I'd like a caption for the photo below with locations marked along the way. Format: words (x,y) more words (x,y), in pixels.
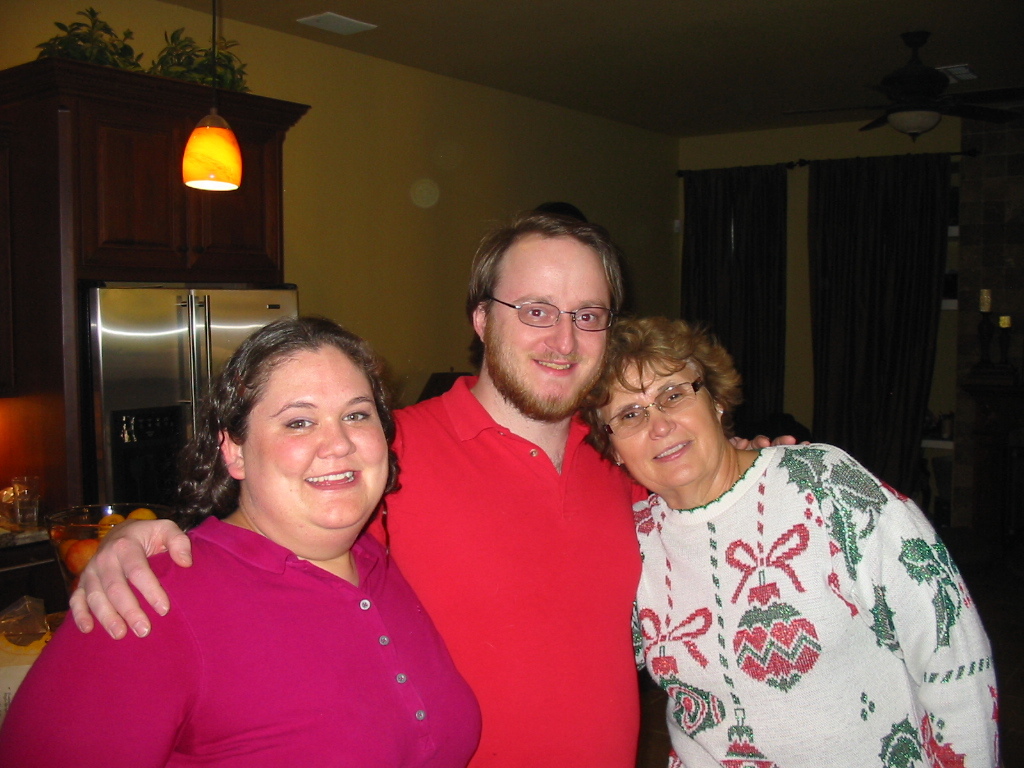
In this picture, we see a man (615,543) and two women (194,635) are standing. They are smiling and they are posing for the photo. On the left side (83,524), we see a glass bowl (79,508) containing the fruits (76,556). Beside that, we see a cupboard (70,326) and an object (126,324) which looks like a refrigerator (189,351). On the right side (978,223), we see a wall (1001,231) and the curtains (828,271). In the background (385,151), we see a wall (462,120). In the right top (911,74), we see a ceiling fan (991,108).
